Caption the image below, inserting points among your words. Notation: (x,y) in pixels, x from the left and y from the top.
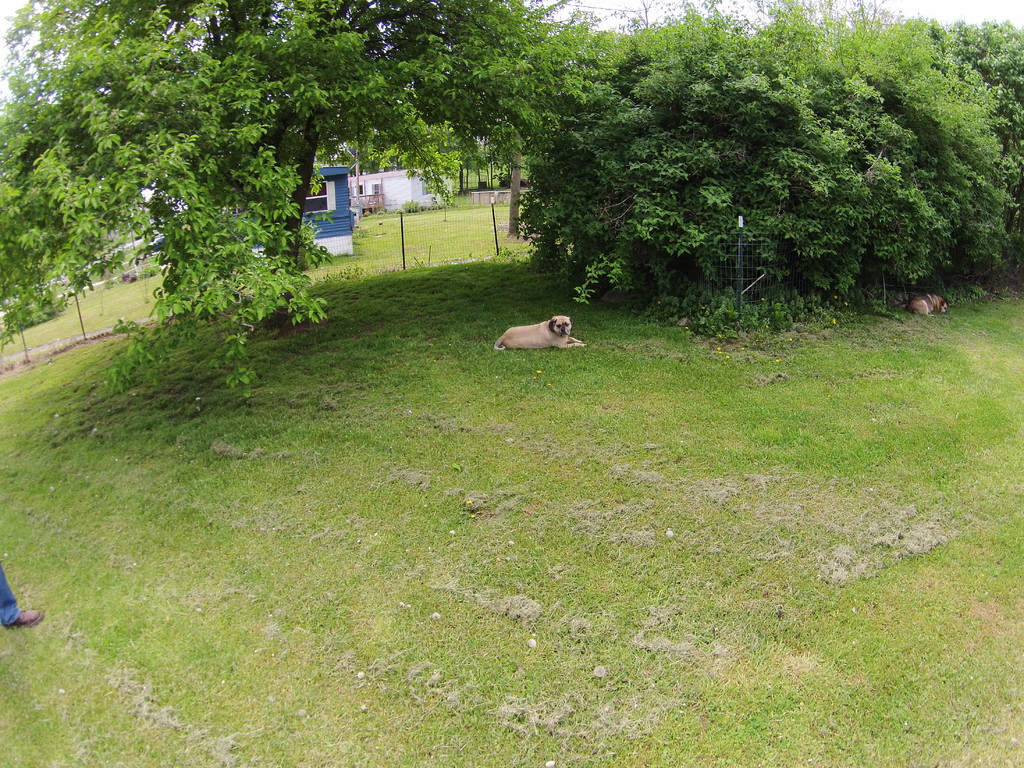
There are two dogs (932,304) sitting on the grass (777,400). These are the trees (717,175) with branches (866,174) and leaves (362,133). I can see the fence (403,245). This looks like a small house (334,217) with a window (325,202). At the left corner of the image (34,608), I can see a person's leg (1,612) with a shoe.
